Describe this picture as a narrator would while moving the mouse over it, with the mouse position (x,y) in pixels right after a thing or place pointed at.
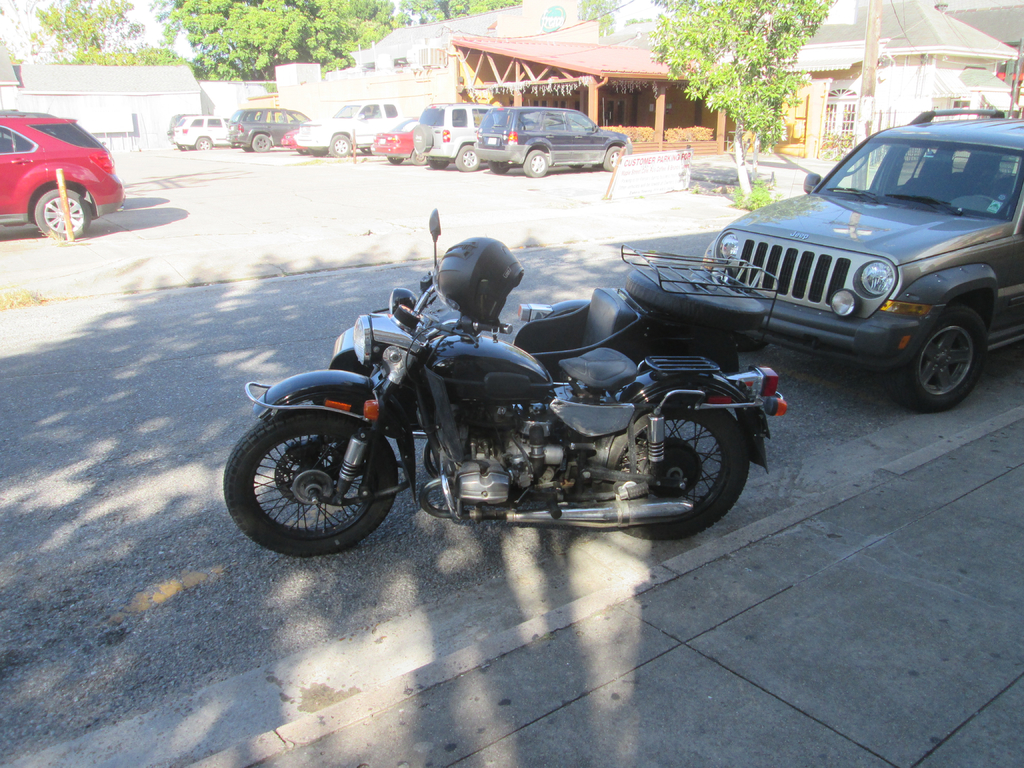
This image is taken outdoors. At the bottom of the image (446,647) there is a road (215,531). In the background (317,51) there are a few trees (715,59) and there are a few houses (843,68) with walls (859,97), windows (847,92), doors (854,105) and roofs (410,39). A few cars (396,109) are parked on the floor (136,167). On the right side of the image (859,183) a car (821,230) is parked on the road (204,549). In the middle of the image (491,386) a bike (460,449) is parked on the road (403,516).
